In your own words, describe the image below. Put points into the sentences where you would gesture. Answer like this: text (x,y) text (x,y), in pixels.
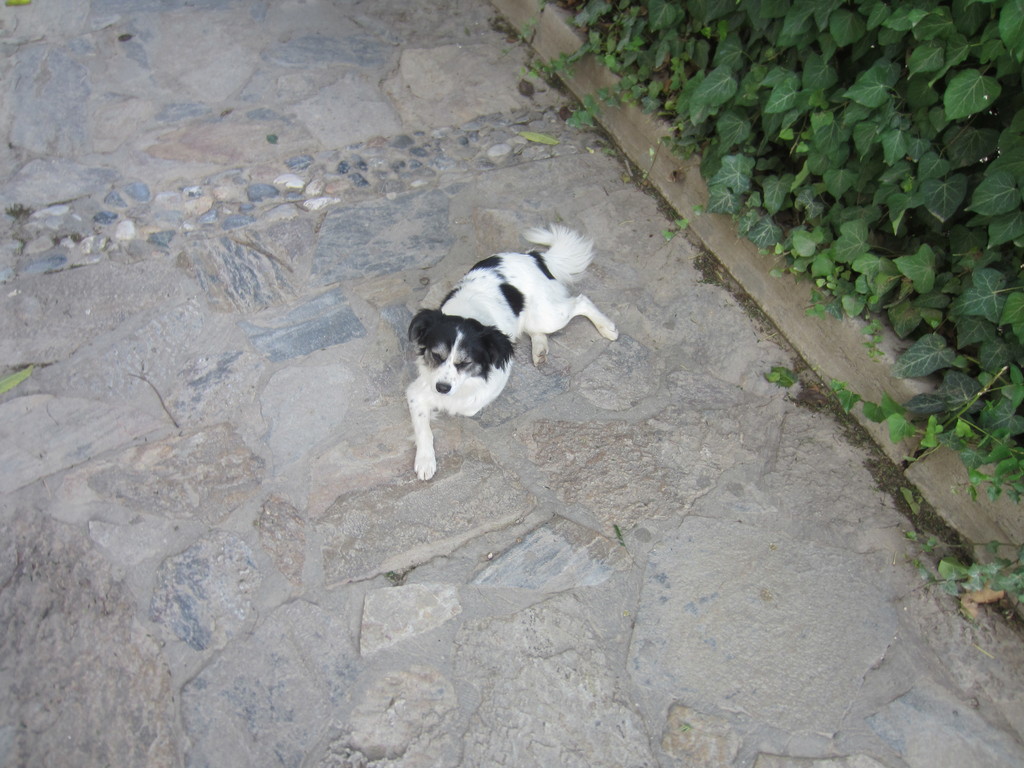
In this picture we can see a dog (428,463) on the ground (512,140) and in the background (927,104) we can see plants (810,89).
